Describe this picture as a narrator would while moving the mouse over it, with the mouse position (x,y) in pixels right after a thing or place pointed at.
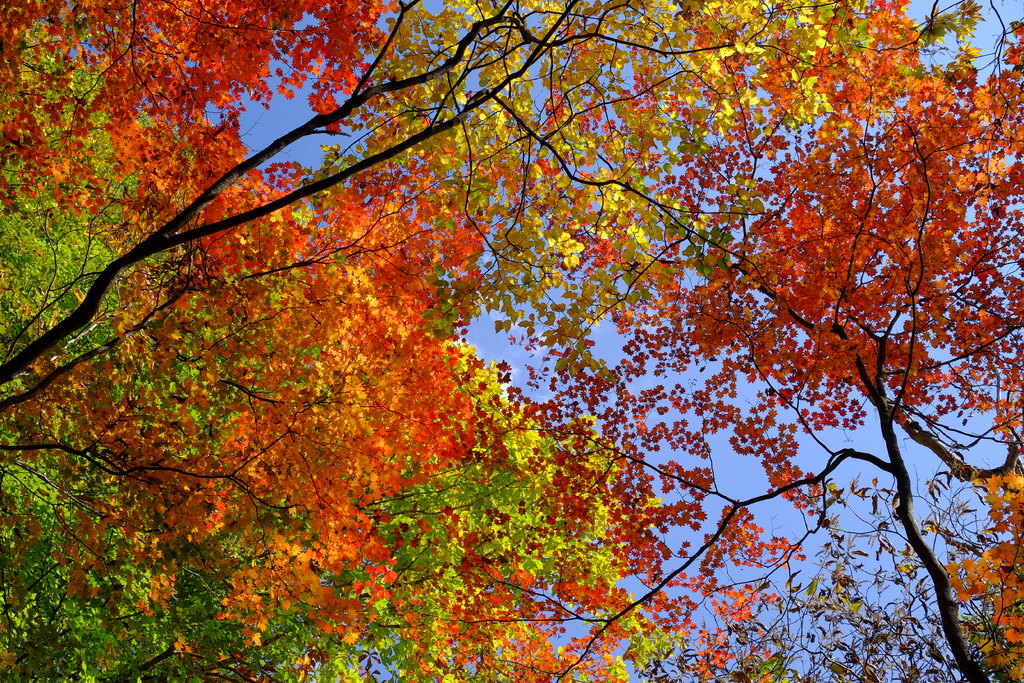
In this image, we can see trees (585,251) and in the background (722,446), there is sky (722,446).
